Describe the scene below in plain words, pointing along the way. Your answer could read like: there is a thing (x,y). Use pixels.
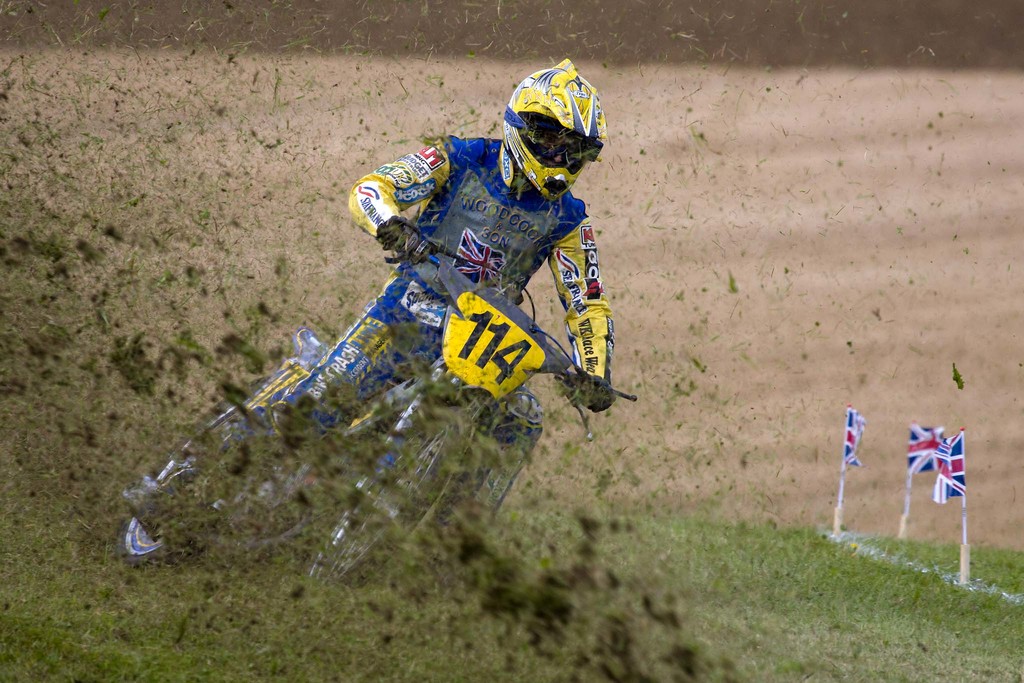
In this picture there is a man (542,213) who is riding a bike (501,470). He is wearing helmet (548,107), t-shirt (446,224), gloves (565,388), trouser (298,390) and shoe (185,490). On the right (860,419) there are three flags (859,439) on the ground (927,588). At the bottom (584,611) we can see the dust (465,579) and grass (419,650).
